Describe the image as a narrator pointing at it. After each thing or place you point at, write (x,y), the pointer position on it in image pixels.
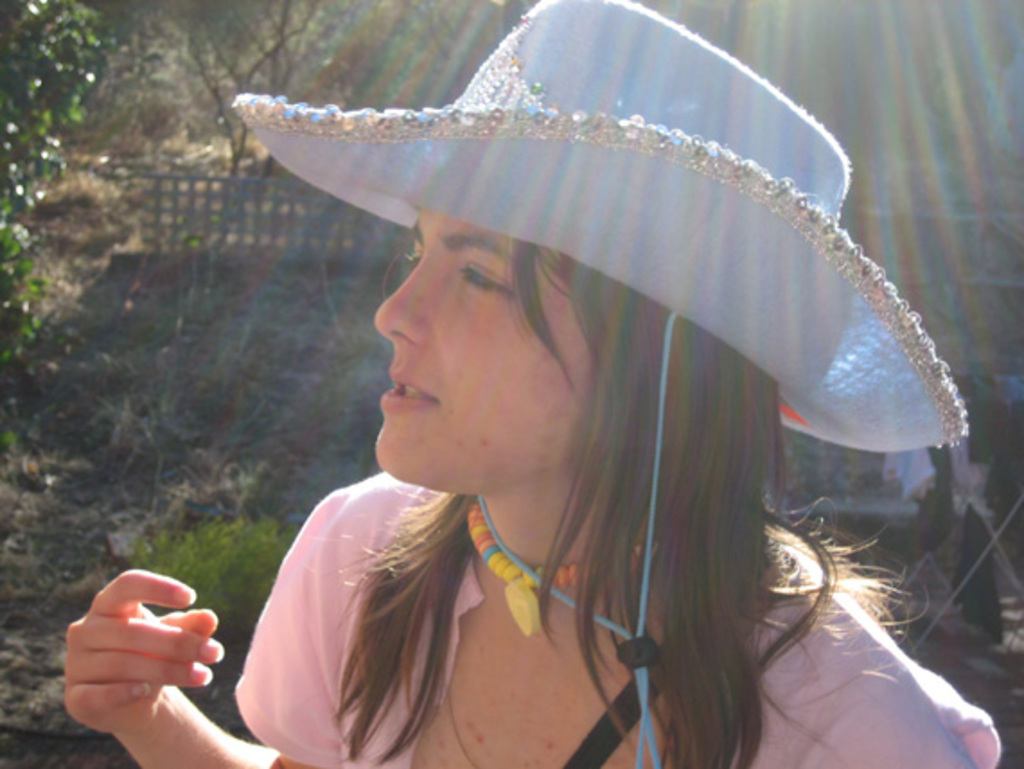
In this image in front (659,614) there is a person (605,449) wearing a hat (630,174). In the background of the image (230,247) there is a metal fence (251,239). There are trees (264,33).
